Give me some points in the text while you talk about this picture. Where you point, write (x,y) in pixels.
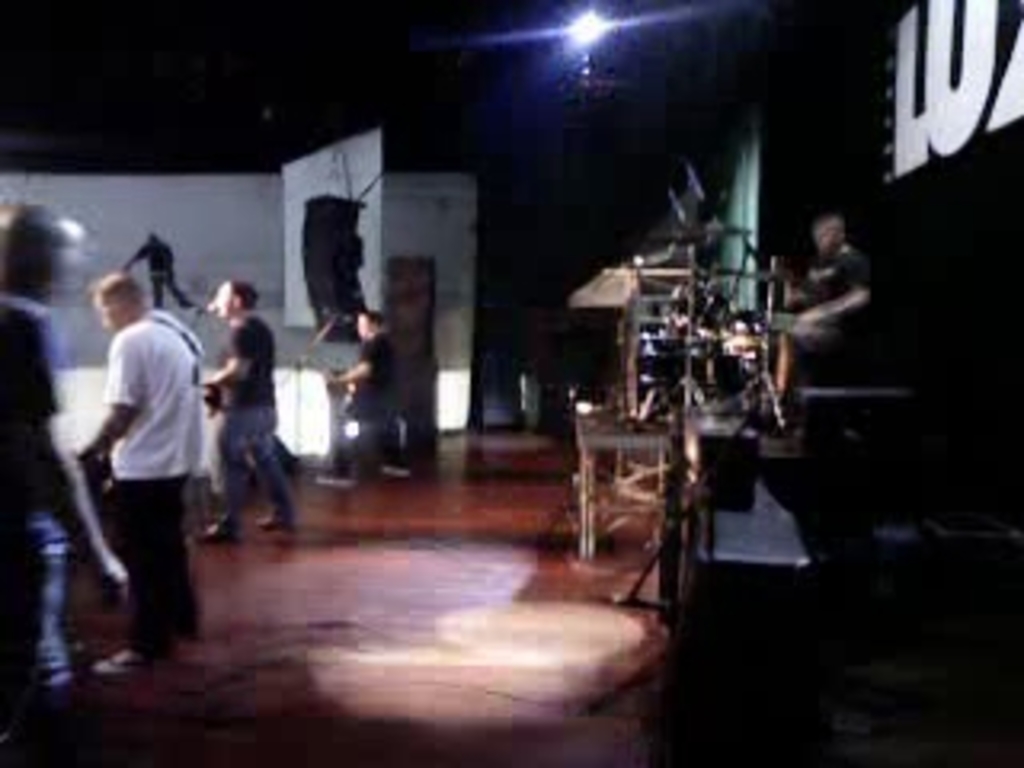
In this picture we can see a group of people (232,394) standing on the floor (285,562) and a man (780,337) sitting, musical instruments (661,417), light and some objects (415,307) and in the background (407,70) it is dark.
